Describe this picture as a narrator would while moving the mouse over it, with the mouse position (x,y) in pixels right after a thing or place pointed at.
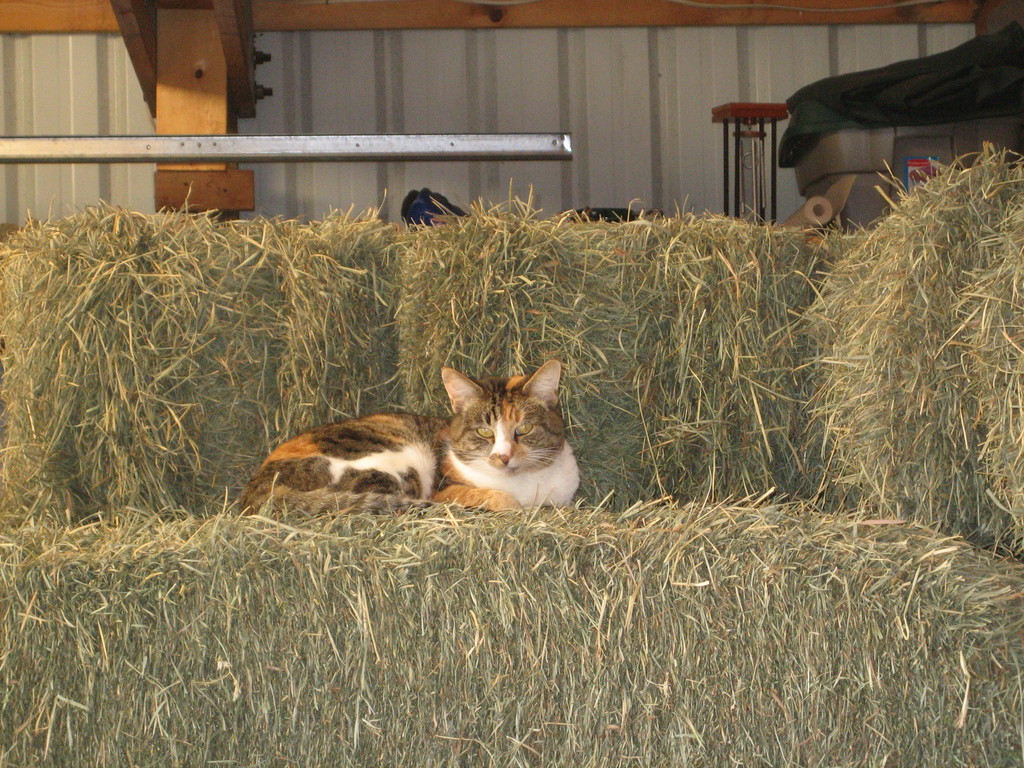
This is a cat (540,376) sitting on the dried grass (355,553). I can see few objects (812,188) placed here. This looks like an iron sheet (409,88). I can see a pillar (199,77).
